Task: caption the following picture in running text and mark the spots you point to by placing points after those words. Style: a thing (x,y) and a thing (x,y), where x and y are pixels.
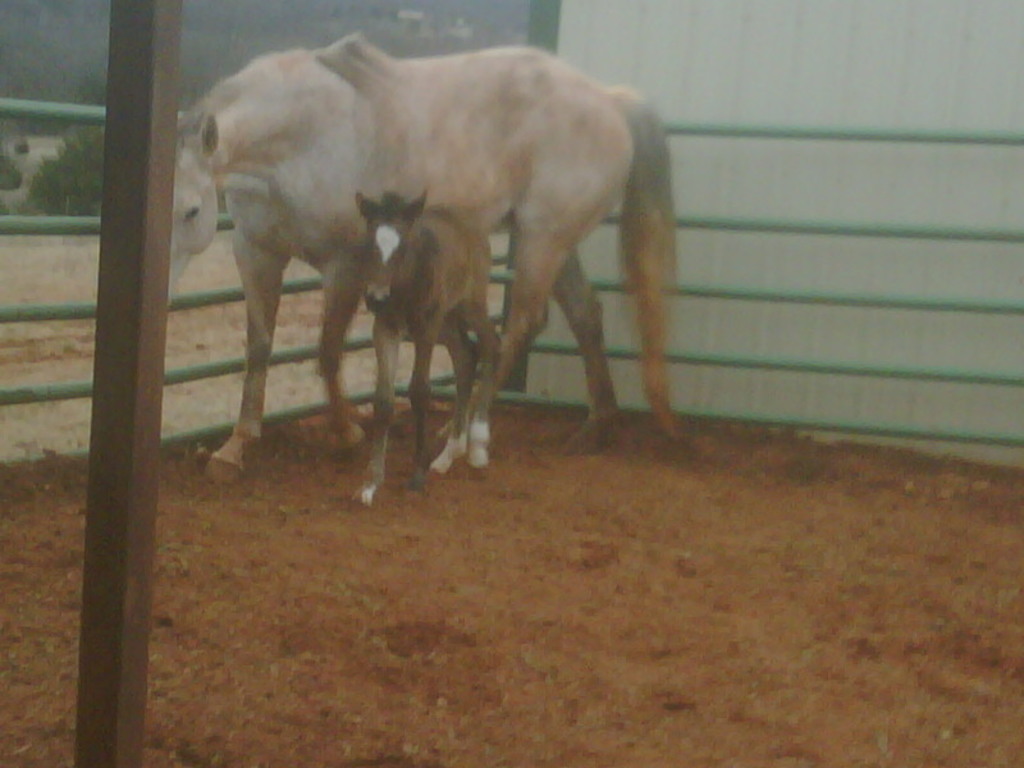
There is a horse (333,195) and a baby horse (380,265) standing on the ground (467,550). In the back (296,290) there is a fencing (791,221).
